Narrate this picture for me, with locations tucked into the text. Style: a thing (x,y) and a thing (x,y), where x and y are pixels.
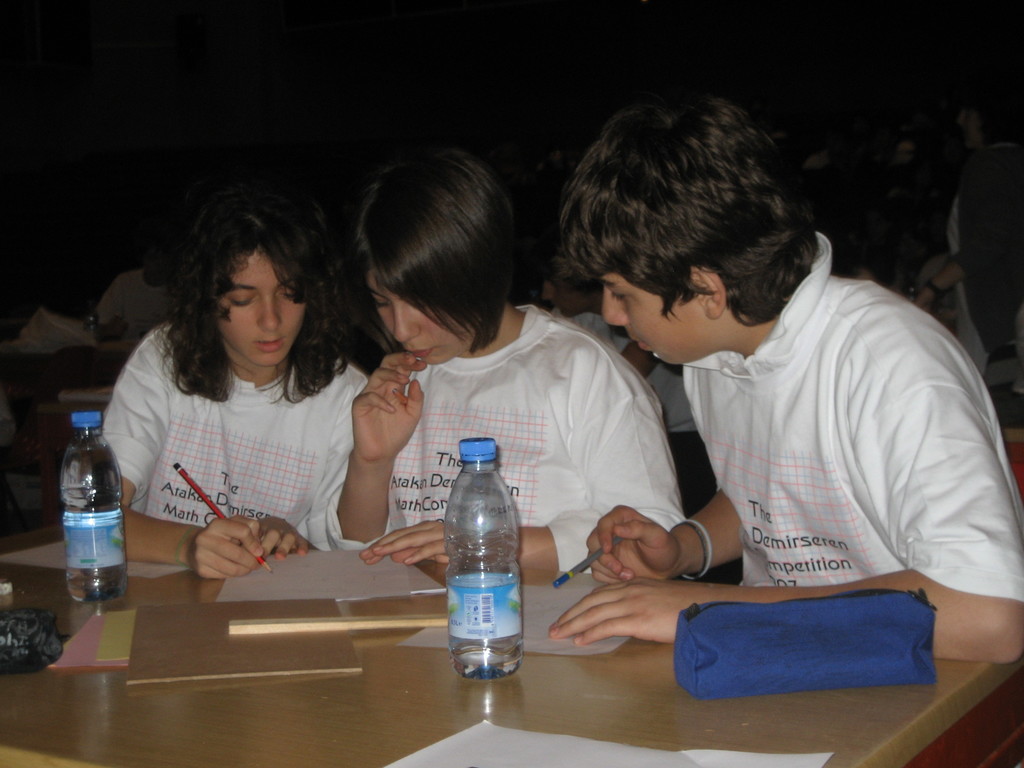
In the image in the center (452,296) we can see three persons (535,421) were sitting. And left side (291,451) woman (228,443) she is writing something on paper (297,583). In front of them we can see one table (428,708), on table (505,693) we can see some objects (283,617). Coming to the background (947,224) we can see some persons (949,237) were sitting.
